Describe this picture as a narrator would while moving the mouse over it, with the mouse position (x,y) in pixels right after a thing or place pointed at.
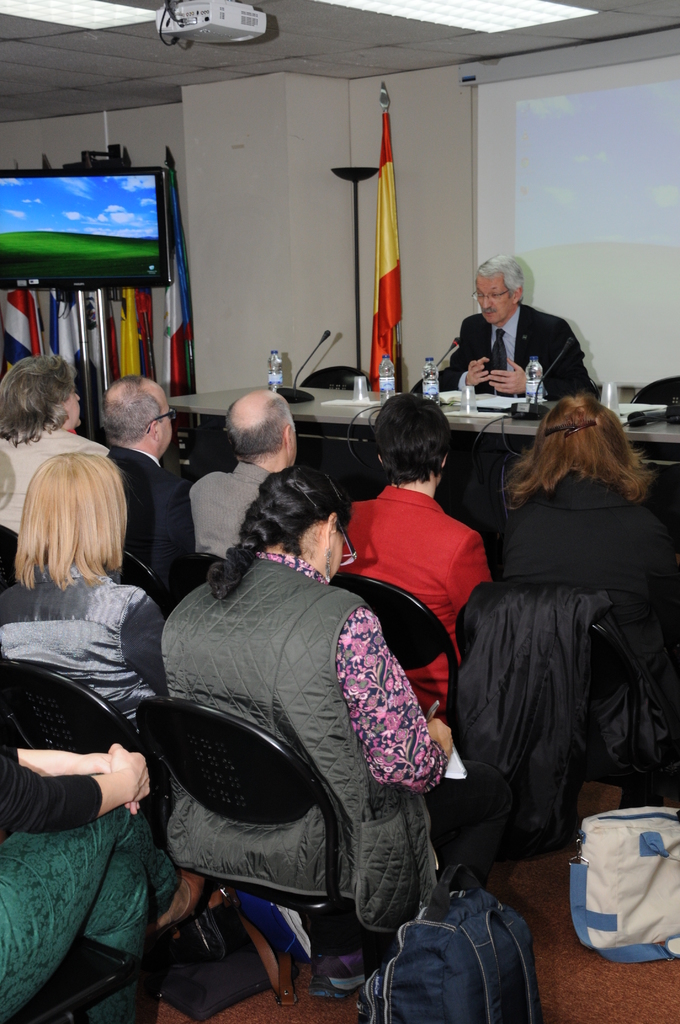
In this image I can few persons (220,660) sitting on the chairs (206,763). I can see the television (78,233). I can see a projector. I can see a projector screen (540,158).
